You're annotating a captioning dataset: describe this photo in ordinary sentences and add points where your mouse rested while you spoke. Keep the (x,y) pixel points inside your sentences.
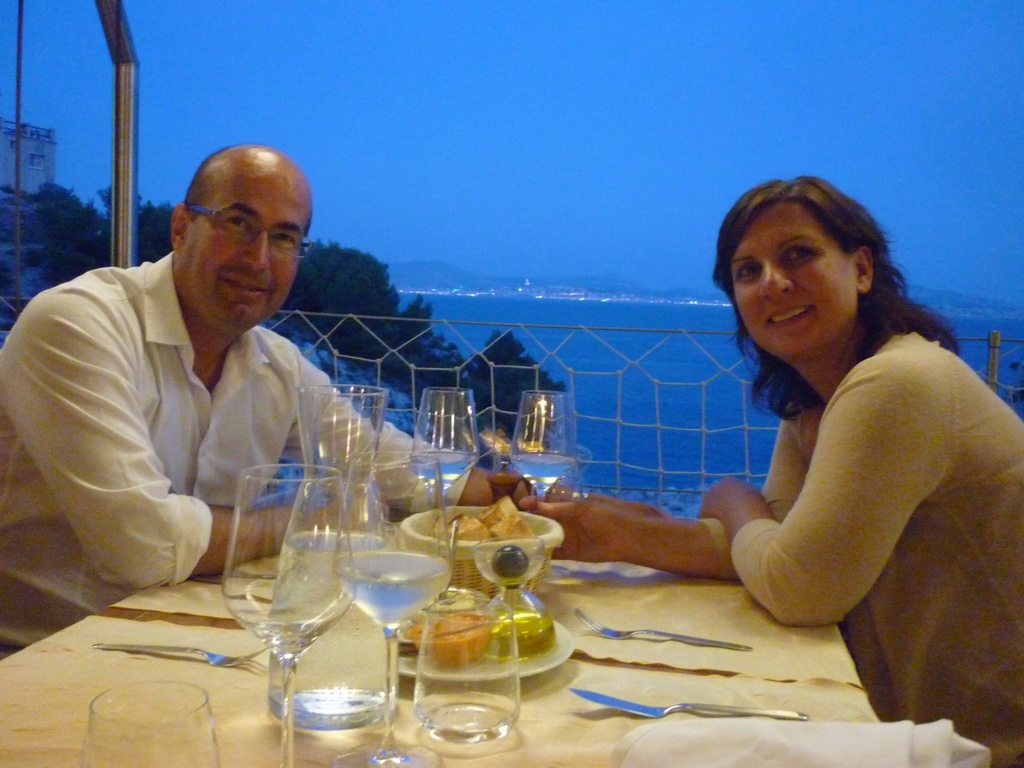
In this image I can see a man (159,558) and a woman (768,537) are sitting next to a table (50,744). On this table (677,601) I can see few forks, a knife (678,707), few glasses (439,500) and food (505,537). I can also see smile (236,281) on their faces (219,243) and here he is wearing a specs (230,229). In the background (516,340) I can see water (568,332) and number of trees (504,354).
